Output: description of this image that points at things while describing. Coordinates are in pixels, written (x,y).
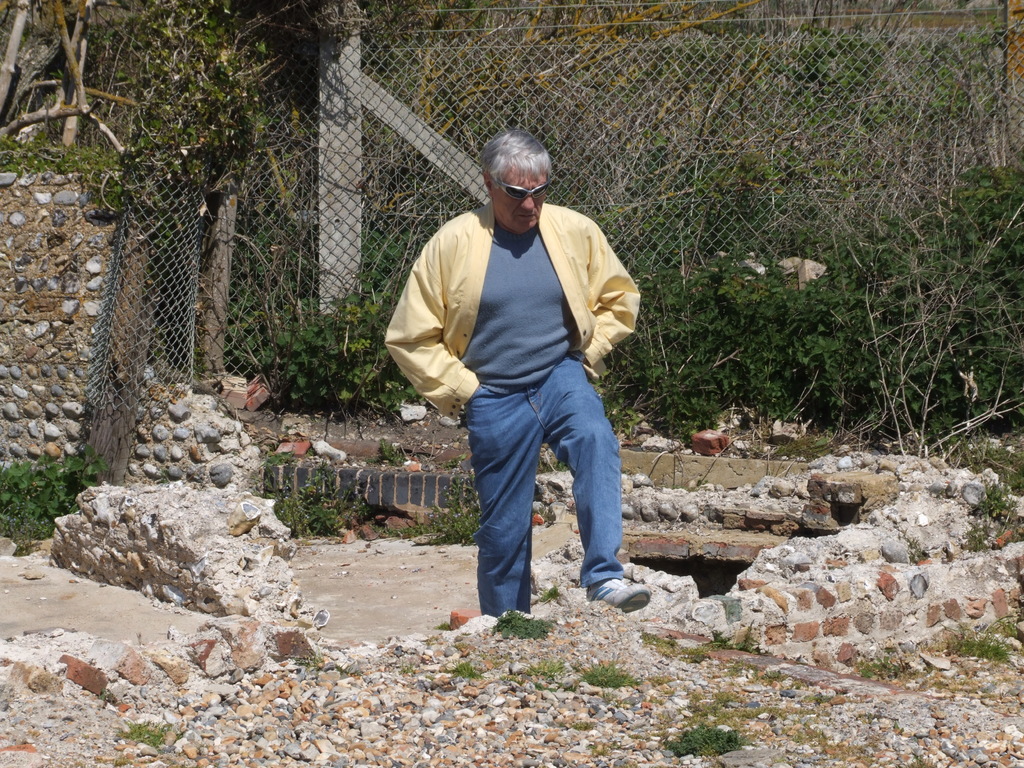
In the image there is a man (547,373) with goggles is standing on the ground (429,599). And on the ground (511,657) there are stones (628,647) and also there are small stone walls (186,464). Behind the man (482,306) there is a fencing (189,323) and also there are plants (658,356). Behind the fencing (334,200) there are trees (29,28) and poles (355,82).
